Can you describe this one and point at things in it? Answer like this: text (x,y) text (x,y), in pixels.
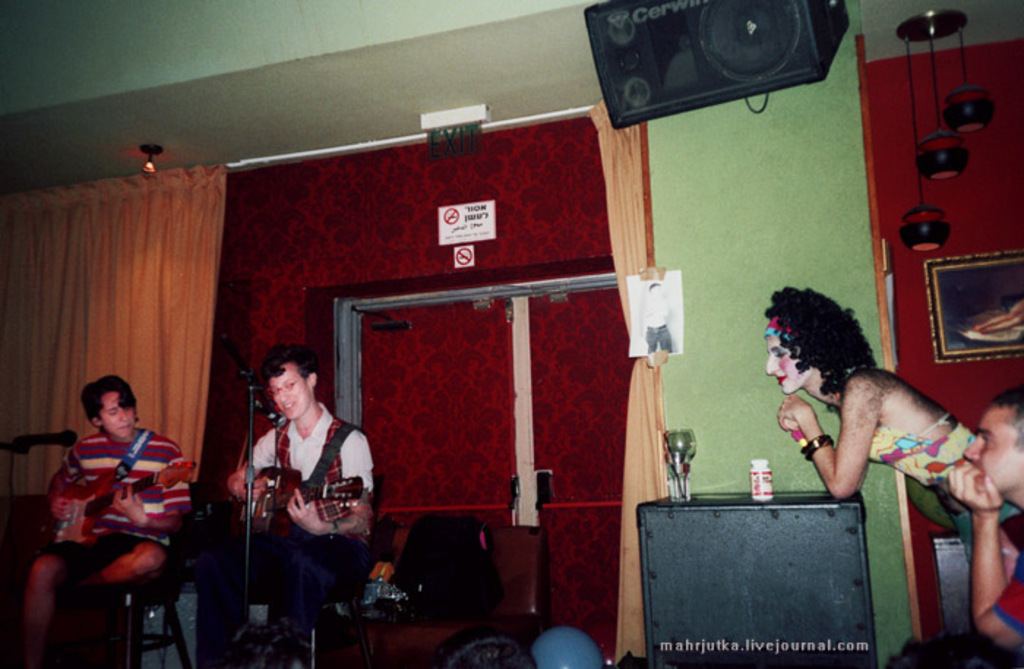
Two men (107,421) are sitting and playing guitars (277,506). There are mics (59,443) in front of them. There is woman (801,326) standing beside them and listening.
